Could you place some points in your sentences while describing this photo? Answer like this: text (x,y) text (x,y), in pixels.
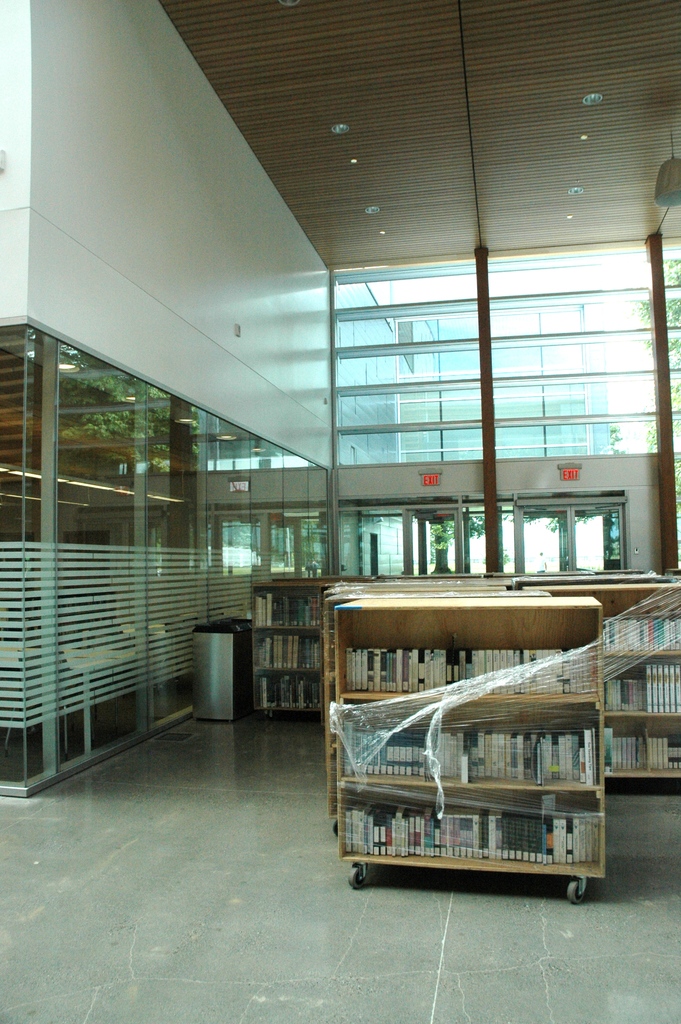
In the picture I can see framed glass wall (499,458), objects (584,738) on shelves (503,736), lights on the ceiling (290,145) and some other objects (278,706) on the floor (179,802). This is an inside view of a building (276,573).
